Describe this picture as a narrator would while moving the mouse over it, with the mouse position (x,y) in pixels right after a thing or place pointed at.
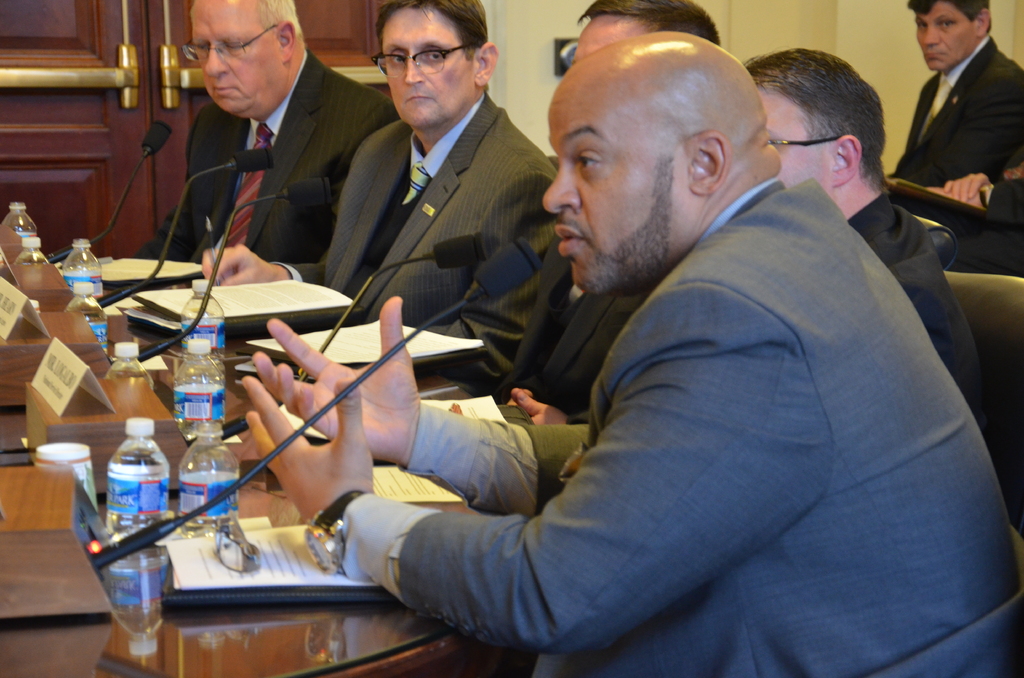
In this picture there is a bald person (731,302) who is wearing suit (563,489) and watch (341,508). Beside him we can see another four persons (827,107) who are wearing suit (345,223) and the spectacles (222,51), sitting on the chair (988,381). On the table (193,641) we can see mics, water bottles (125,365), cups (61,459), name plates (52,358), papers (267,559), files (253,596), tissue paper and other objects (253,569). On the top right corner (920,16) there is a man (1013,119) who is sitting near to the wall (897,36). On the top left (96,167) there is a door (125,107).
